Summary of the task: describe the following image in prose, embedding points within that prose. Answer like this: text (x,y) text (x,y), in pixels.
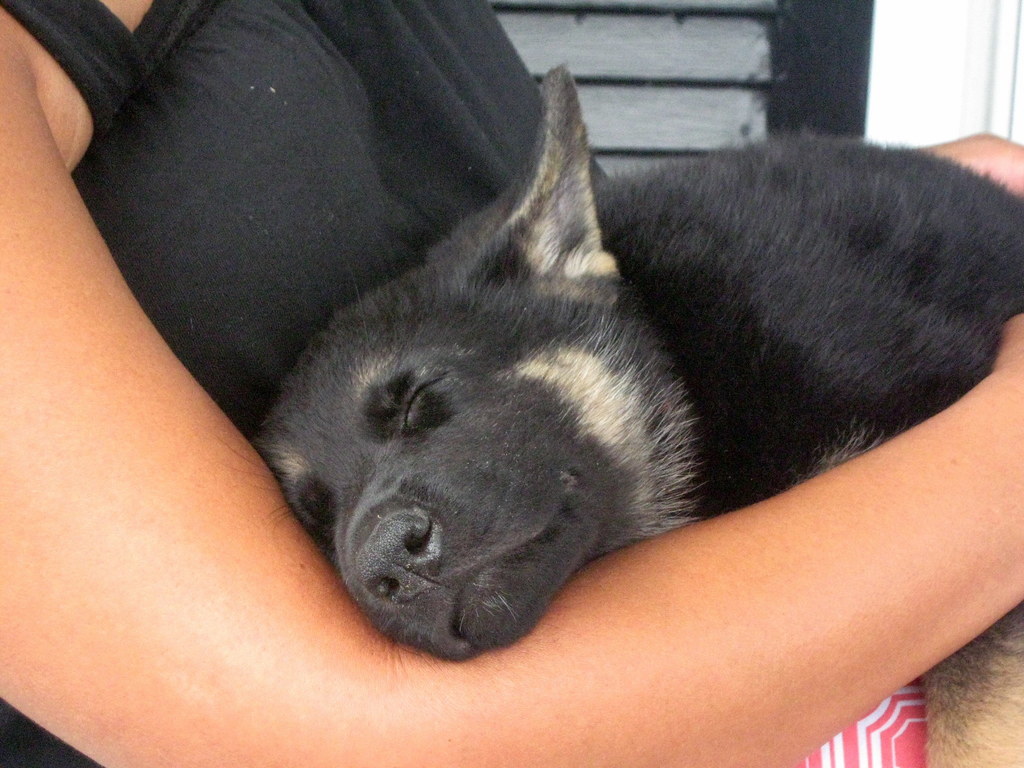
In this image we can see a dog (701,373) sleeping on the person's lap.
